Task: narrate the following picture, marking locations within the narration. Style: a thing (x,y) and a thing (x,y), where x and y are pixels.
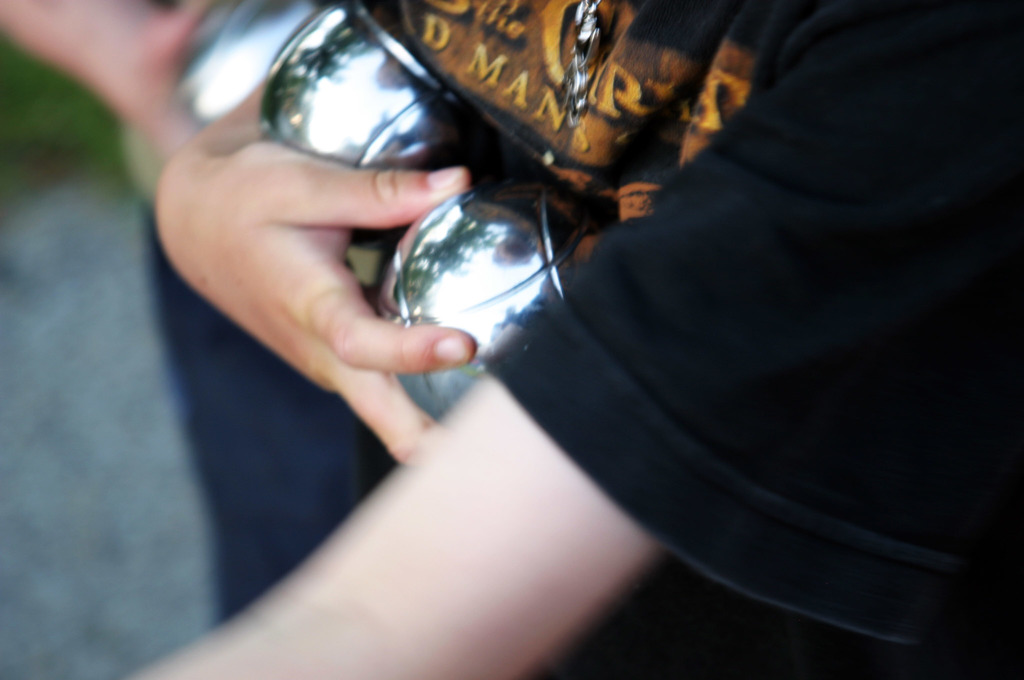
In this picture I can see 2 persons (292,218) who are holding silver color things (362,68) in their hands (347,192) and I see that this image is a bit blurry.
